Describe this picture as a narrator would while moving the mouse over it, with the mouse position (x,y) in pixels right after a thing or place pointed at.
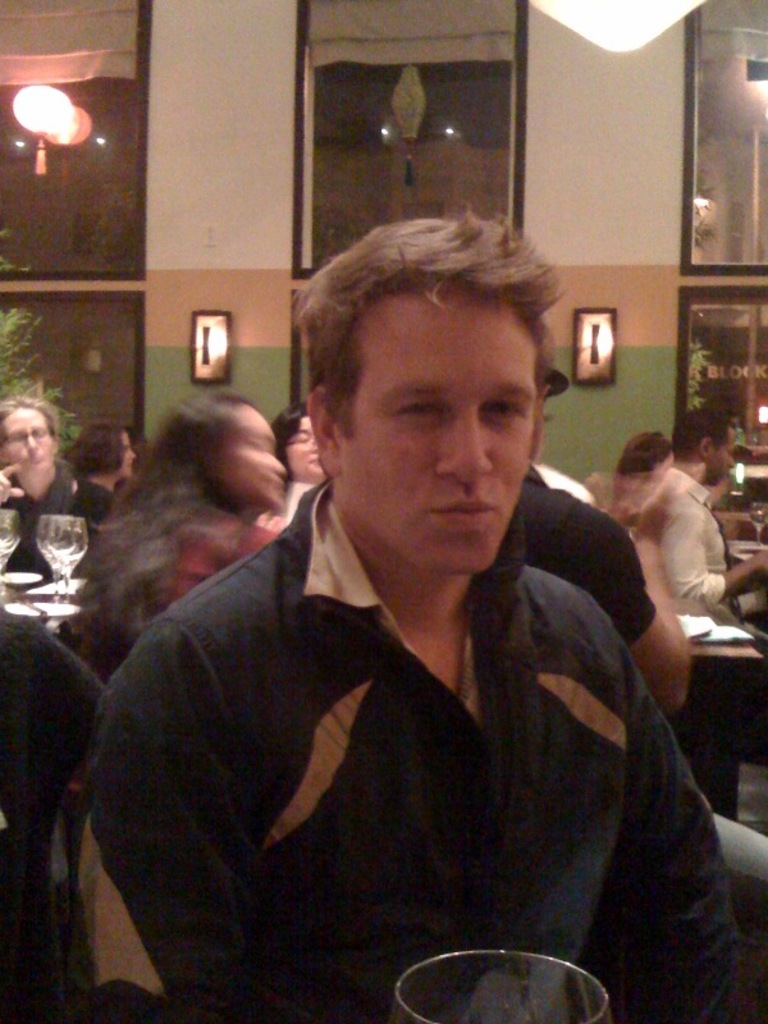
There is a person (356,636). In front of him there is a glass (488,983). In the background (124,454) there are many people (110,456) sitting. There are tables (64,604). On the table (60,579) there are glasses (58,518). In the background (215,195) there is a wall (210,114) with photo frames (307,88). Also there are lights (404,95).
